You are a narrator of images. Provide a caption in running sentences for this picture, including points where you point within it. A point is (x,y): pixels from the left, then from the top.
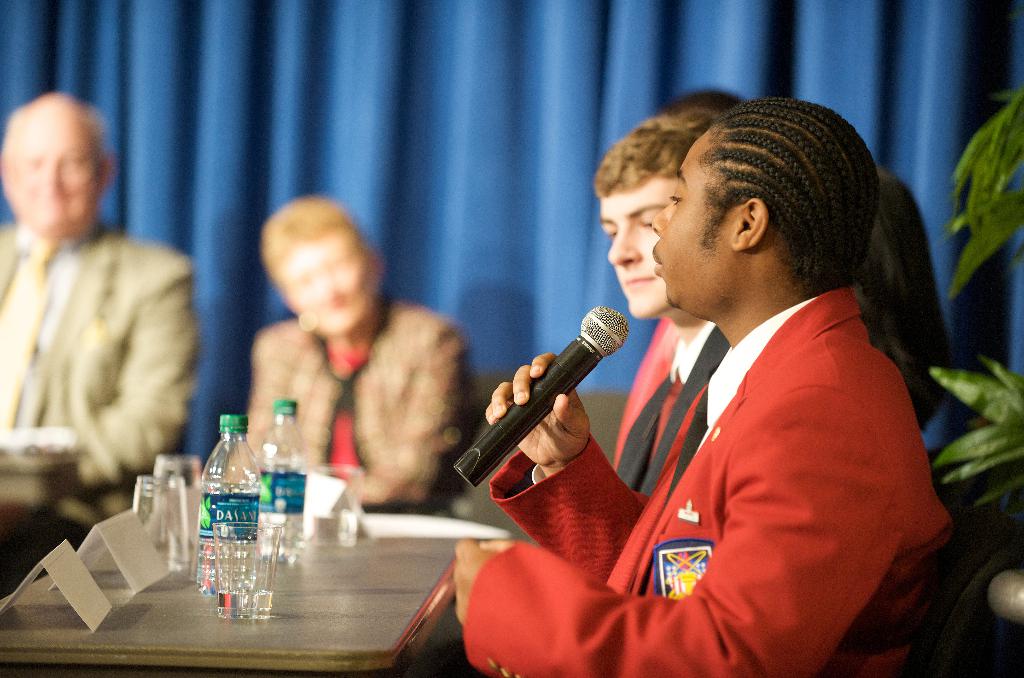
In this image I can see group of people (678,356) sitting in front of the table (374,584) and one person (566,441) is holding the mic (510,425). On the table (295,584) there are bottles (212,562), glasses (267,598) and the boards (86,584). There is a plant (981,235) and the curtain (359,129).
